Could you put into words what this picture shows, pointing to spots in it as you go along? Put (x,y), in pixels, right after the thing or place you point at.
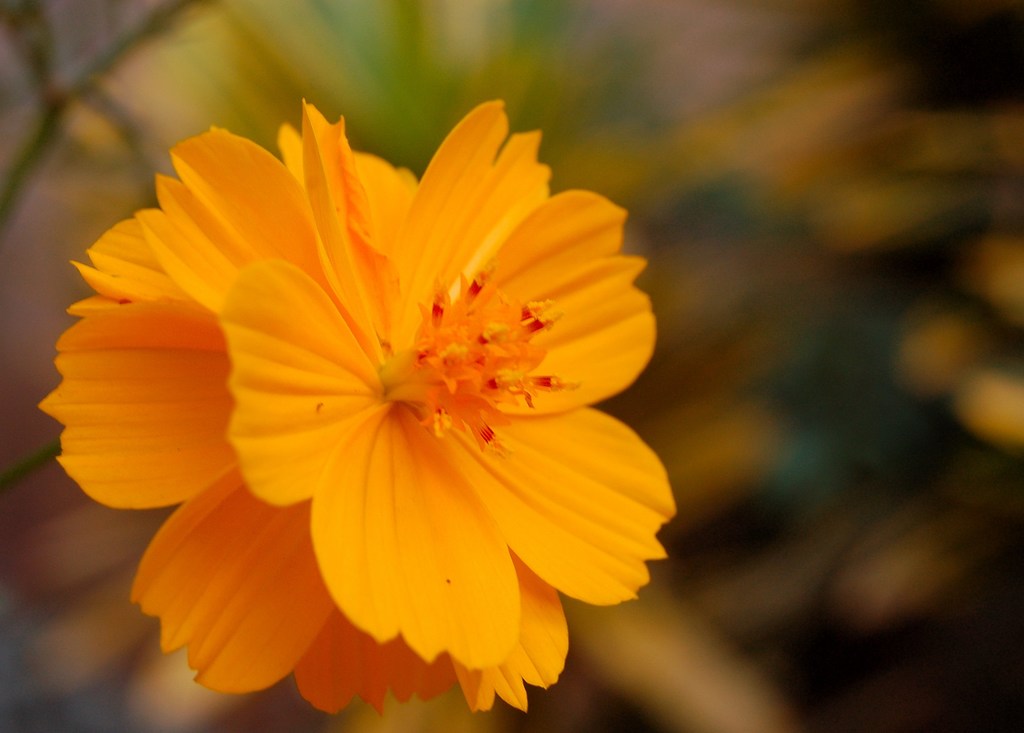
In this picture we can see a flower (443,369) and blurry background (791,257).
